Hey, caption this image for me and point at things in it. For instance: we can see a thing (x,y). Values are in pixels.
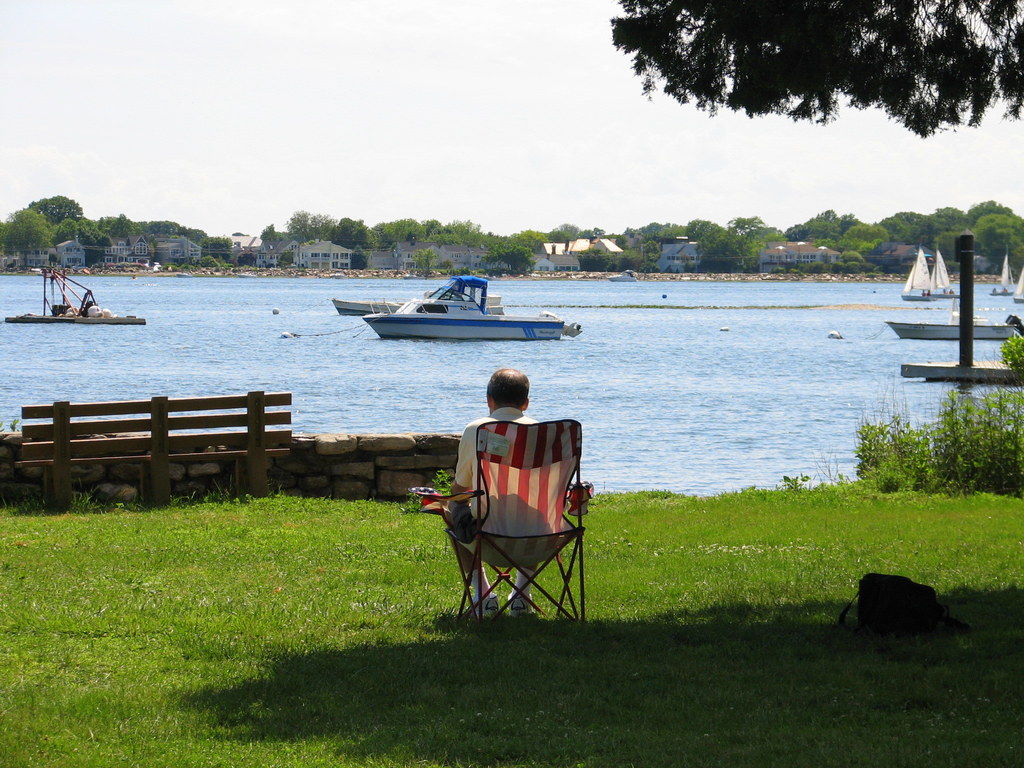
In this image we can see a person (468,473) sitting on the chair (480,497). There is an object (905,612) on the ground (337,693) at the right bottom of the image (915,604). There is a grassy land (602,682) in the image. We can see the sea (633,391) in the image. There are few houses (590,243) in the image. There are many trees (580,232) in the image. There are few watercraft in the image. We can see the sky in the image.
